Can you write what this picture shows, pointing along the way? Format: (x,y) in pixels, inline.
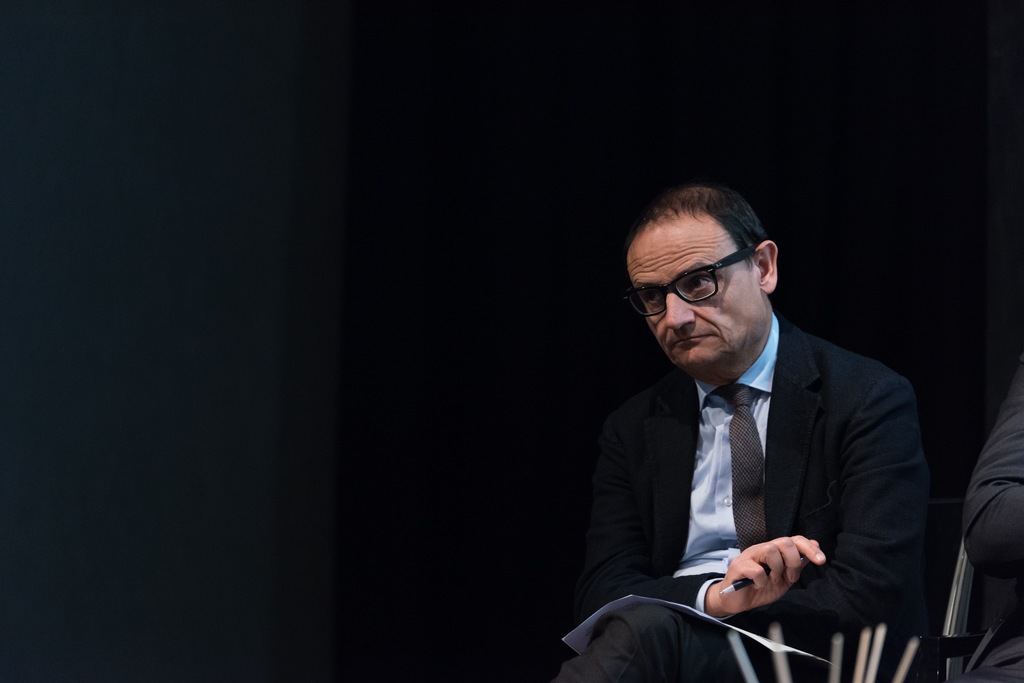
In this picture I can observe a man (634,456) sitting on the chair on the right side (731,492). He is wearing spectacles (684,296) and a coat (837,497). The background is dark.
